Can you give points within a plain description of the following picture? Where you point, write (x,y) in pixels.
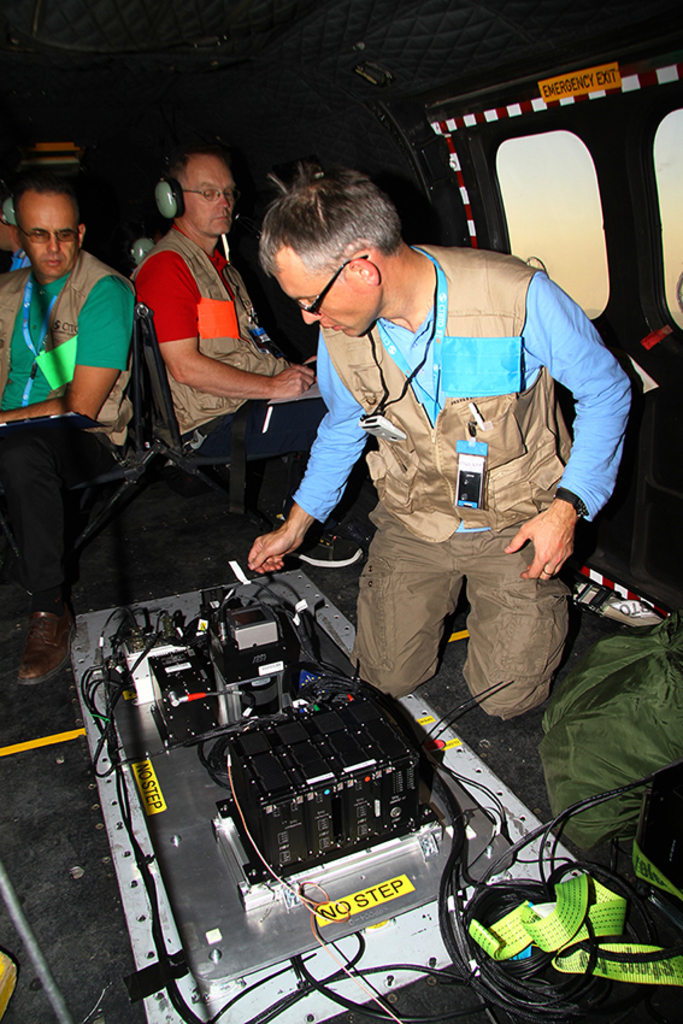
Picture inside of a vehicle (264,311). Here we can see people (478,265). These are windows (672,225). In-front of this person (440,322) there is a device (308,730), cables (489,973) and bag (576,752).
